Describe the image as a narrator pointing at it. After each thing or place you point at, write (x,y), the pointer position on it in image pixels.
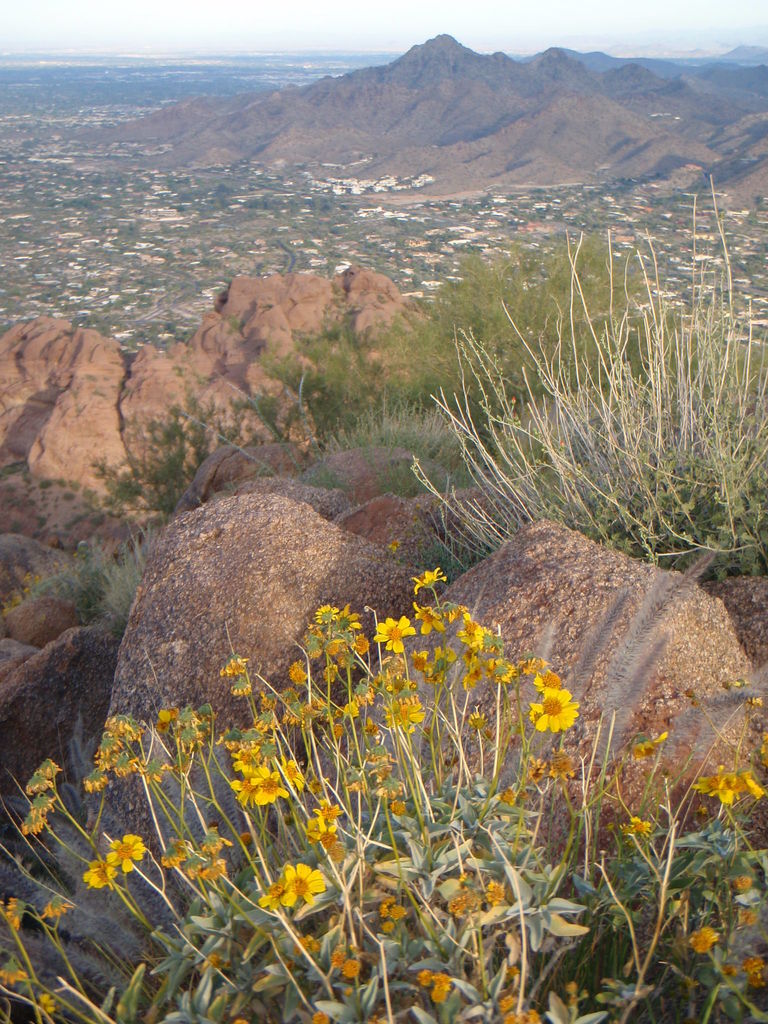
This is a plant (336,857) with yellow flowers (315,839). These are the trees (287,389). I can see the rocks (235,546). This looks like a hill (517,111). I can see the view of the city (315,253) with the buildings (317,242) and trees (224,228).
